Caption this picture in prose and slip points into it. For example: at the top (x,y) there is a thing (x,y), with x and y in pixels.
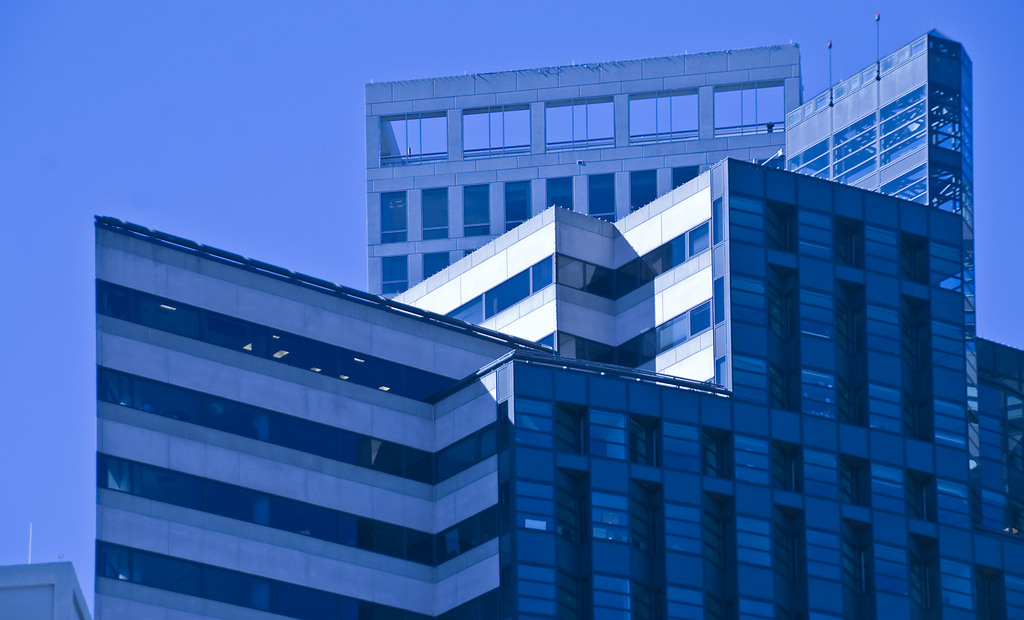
In this picture I can see there is a building (507,376) and it has some glass windows (469,460) and the sky (195,104) is clear.
